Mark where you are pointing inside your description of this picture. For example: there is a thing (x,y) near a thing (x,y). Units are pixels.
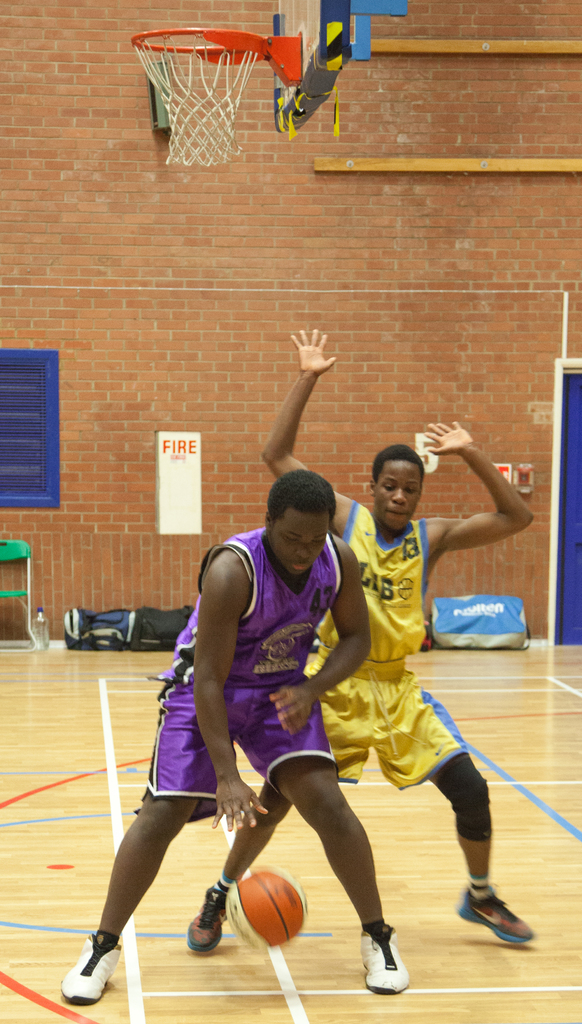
In this image two persons (265,748) are on the floor (404,883). They are wearing sports dress (303,679). A ball (259,877) is in air. There are few bags (122,620), bottle (42,643) and a chair (17,554) are on the floor (409,661). A net basket (213,132) is attached to the board (307,68). Background (435,326) there is a brick wall (406,351).
